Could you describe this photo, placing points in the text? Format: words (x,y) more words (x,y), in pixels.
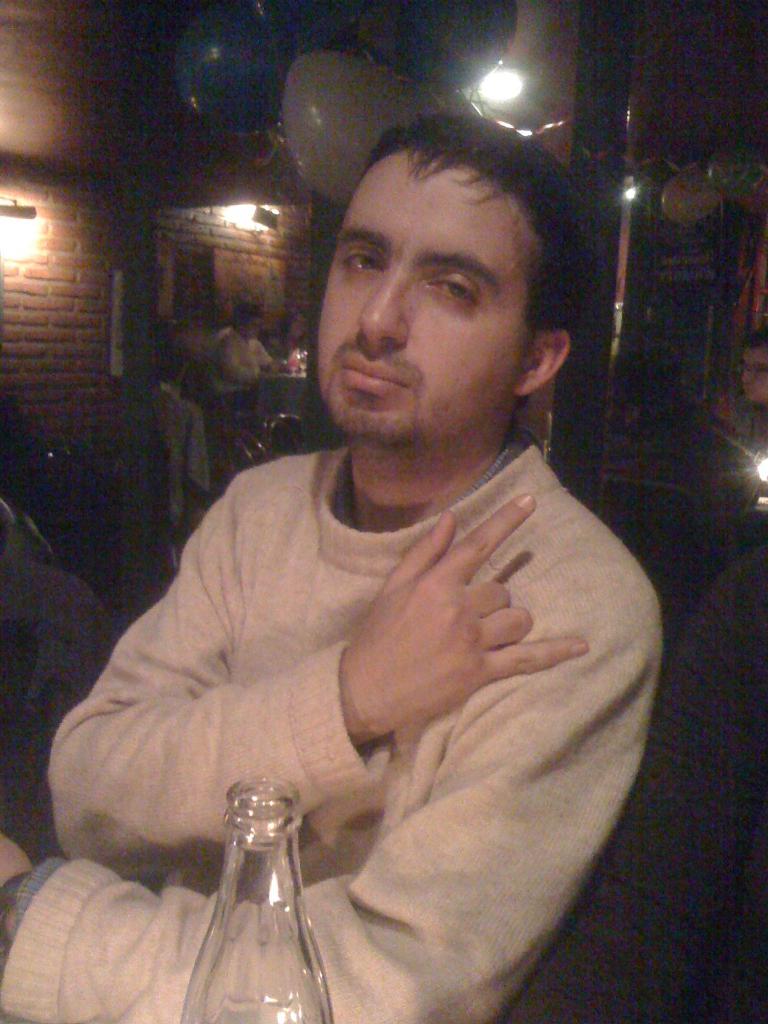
A man (449,131) is posing to camera with this bottle (232,874) in front of him.
